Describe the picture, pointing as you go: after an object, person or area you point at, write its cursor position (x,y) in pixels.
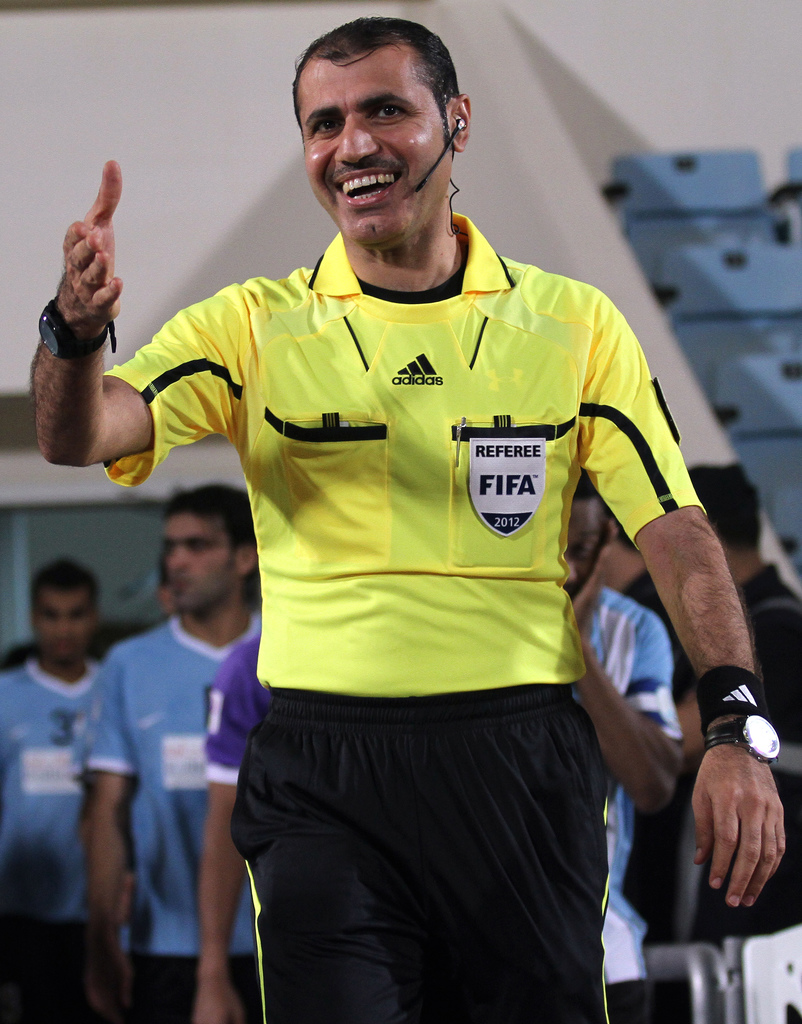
In this image there are persons (335,682), there is a person (741,545) truncated towards the right of the image (746,535), there is a person (58,717) truncated towards the left of the image (56,665), there is a mouthpiece microphone (456,126), there is a wire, there is an object (733,247) truncated towards the right of the image (720,273), at the background of the image (230,159) there is a wall (184,136).
